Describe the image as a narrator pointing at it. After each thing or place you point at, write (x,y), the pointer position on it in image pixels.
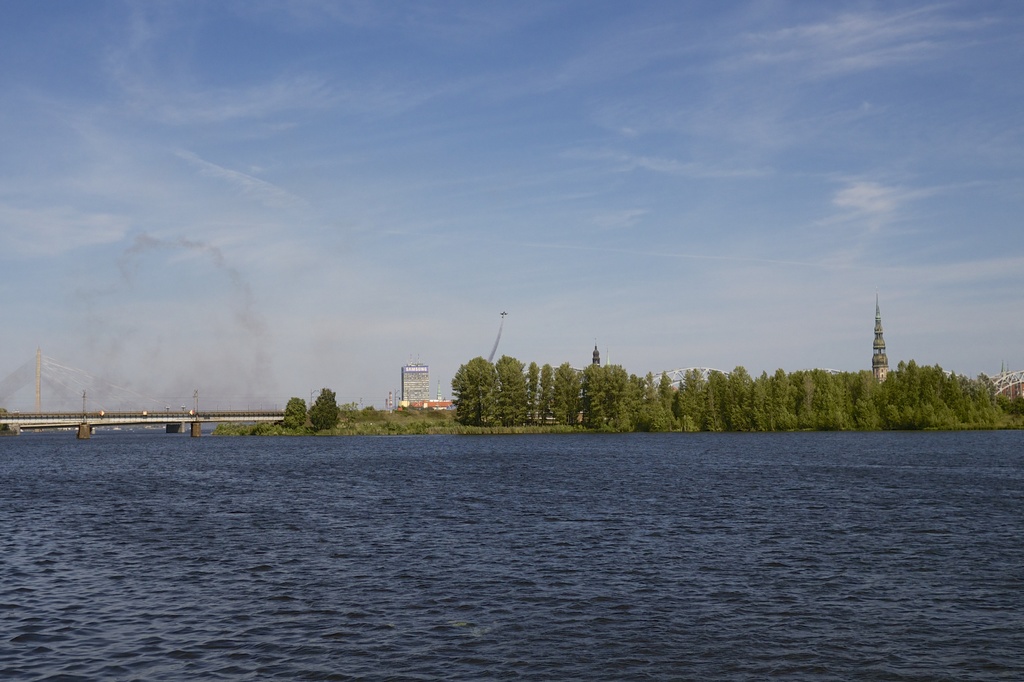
This is water (547,633). Here we can see trees (484,414), bridge (18,414), and buildings (421,368). In the background (601,246) there is sky (713,208).
